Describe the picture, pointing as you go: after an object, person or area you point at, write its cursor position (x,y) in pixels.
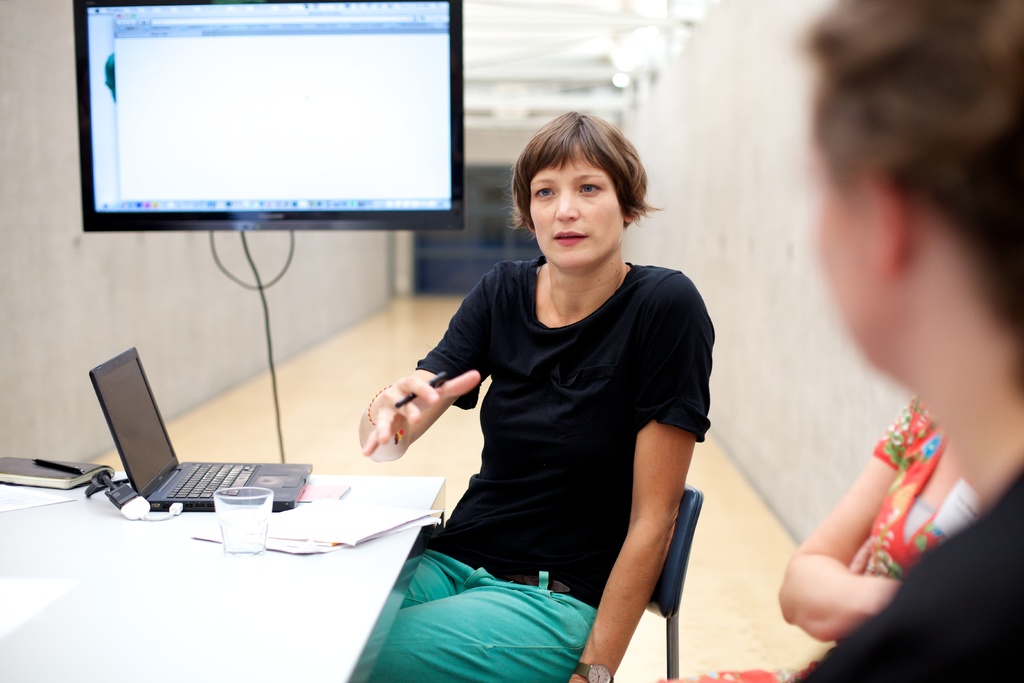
This picture describes about few people (572,473), they are all seated on the chair (654,578), in the middle of the image (494,348) a woman (495,374) is holding a pen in her hand (450,382), in front of her we can see glass (230,512), laptop (278,480), book (70,463) on the table (133,536) in the background (129,156) we can see a television (250,145).
